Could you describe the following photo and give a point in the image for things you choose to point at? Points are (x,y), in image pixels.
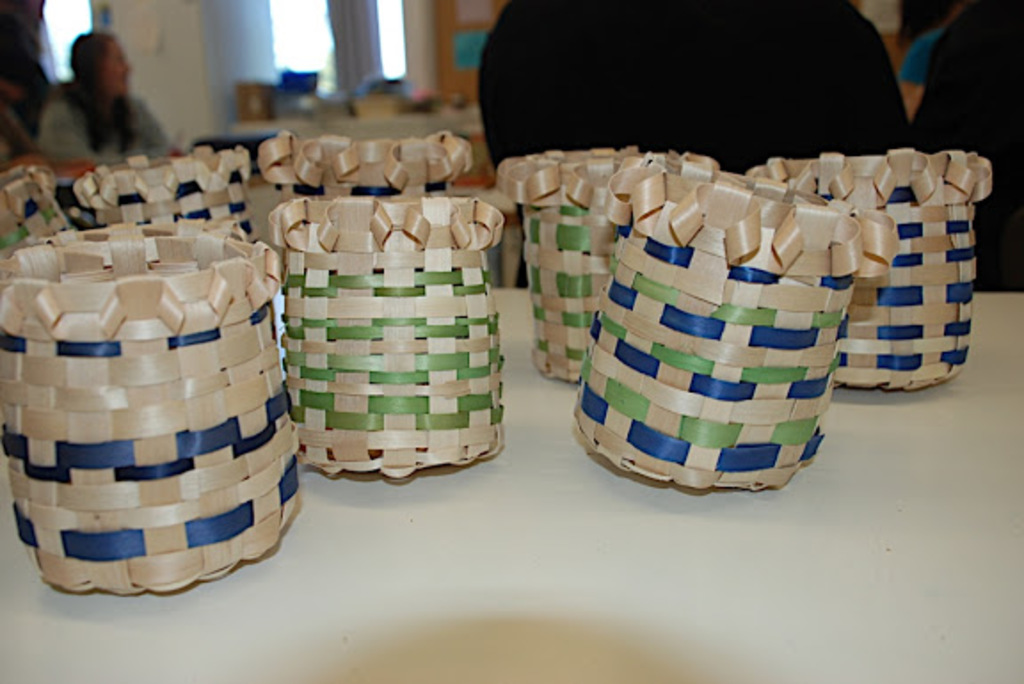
In this image at the bottom (372,566) there is a table (253,566), and on the table (994,527) there are some baskets (650,283). And in the background (314,102) there are some persons (507,124), window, table (403,125) and some other objects (476,87).
